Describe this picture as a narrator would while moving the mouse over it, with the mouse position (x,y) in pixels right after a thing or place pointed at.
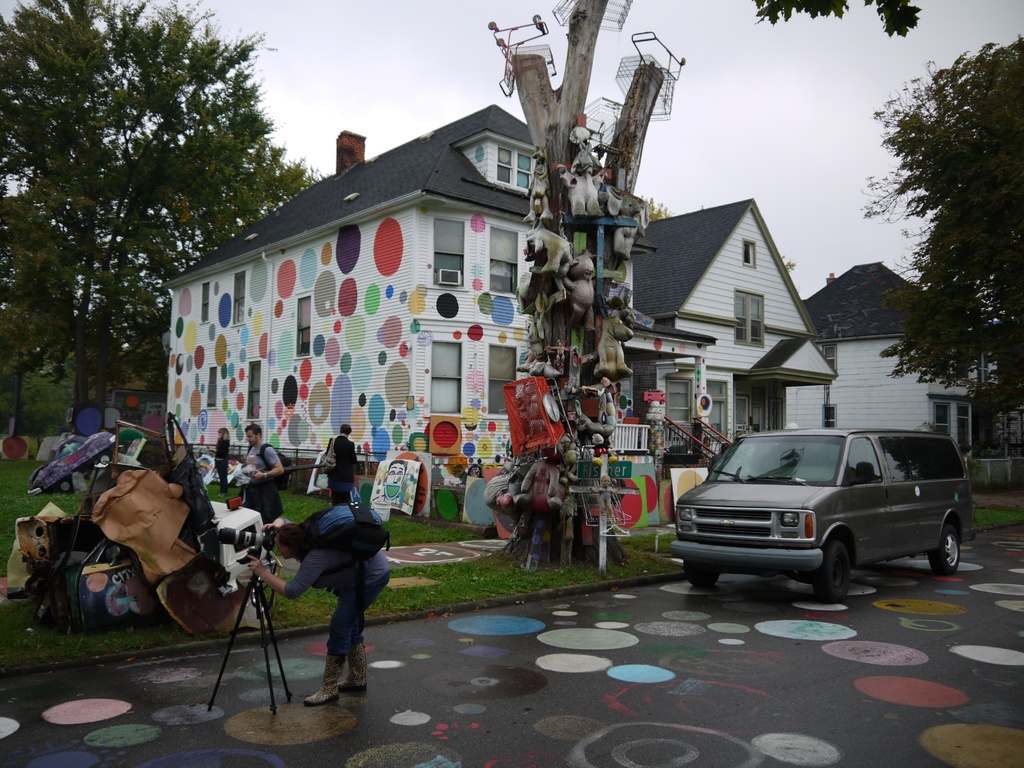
In this picture I can see a vehicle (952,522) on the painted road (722,690), there are group of people (282,523) standing, there is a camera (225,529) on the tripod stand (263,610), there are scrap items (206,532) on the grass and on the tree trunk (592,4), there are houses (795,411), there are trees (18,70), and in the background (735,86) there is the sky (698,98).
